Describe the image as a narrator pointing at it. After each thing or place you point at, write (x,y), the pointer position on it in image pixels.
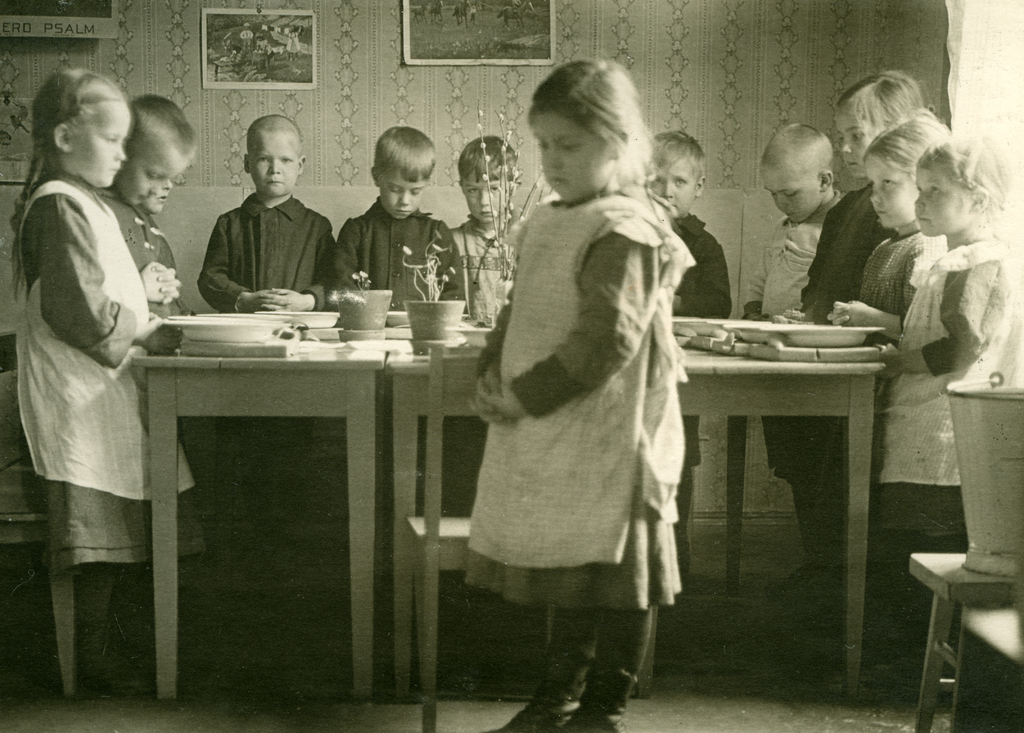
In this image we can see many children (392,245) are standing around the table (246,386). There are few plates (312,325), flower pots (384,325) placed on the table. In the background of the image (493,21) we can see posters (422,49) attached to the wall (377,77). On the right side of the image (992,526) we can see a bucket (992,458) placed on the stool (955,596).
